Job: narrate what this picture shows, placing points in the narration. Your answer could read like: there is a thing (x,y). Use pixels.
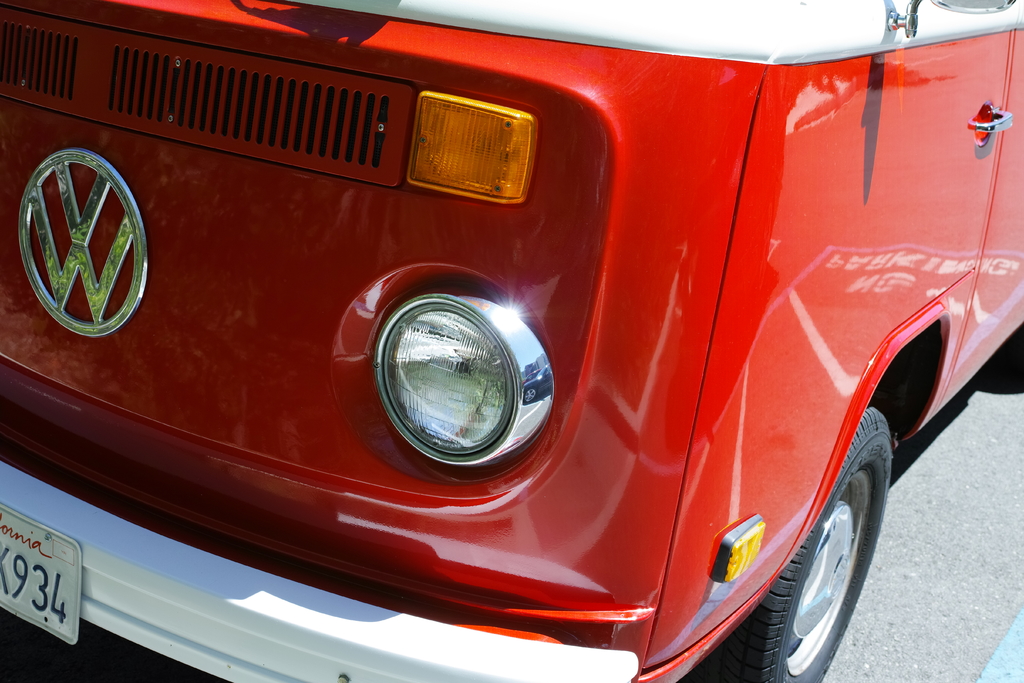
In this image I can see red colour vehicle (550,312) and here on this board (55,568) I can see few numbers (58,606) are written.
